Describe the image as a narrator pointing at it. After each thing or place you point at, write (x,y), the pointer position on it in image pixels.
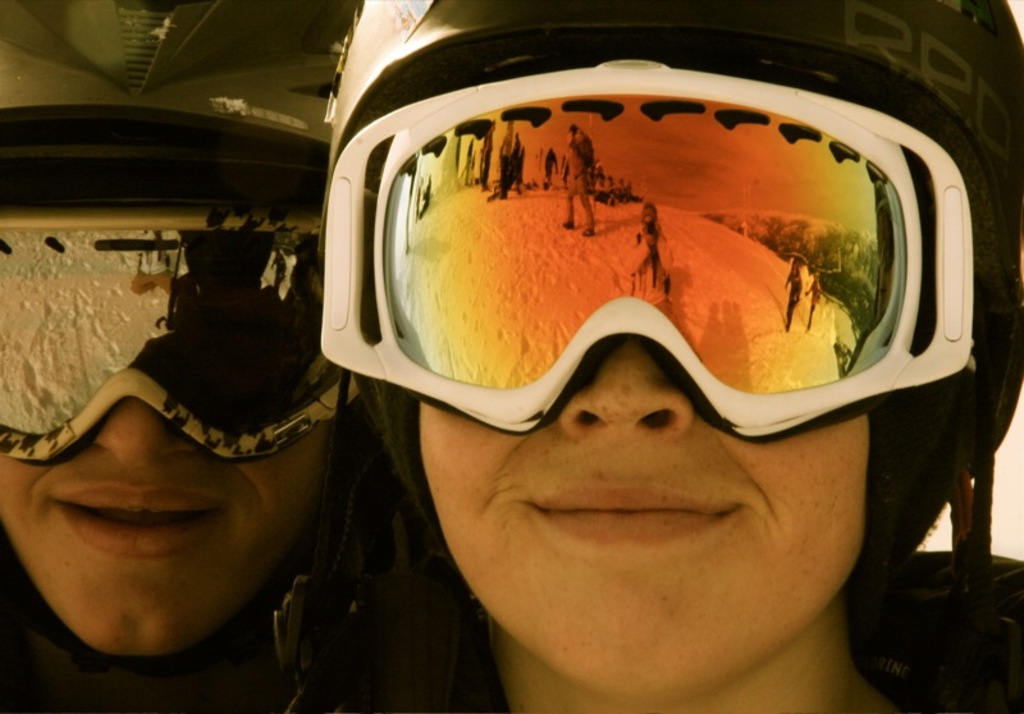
On the right side (892,320), there is a person (794,27) wearing sunglasses (533,272) on which, there is mirror image (533,137) of persons (579,155) who are on the snow surface (550,261). On the left side (174,590), there is another person (57,425) who is wearing sunglasses (232,225) and helmet (195,19).
